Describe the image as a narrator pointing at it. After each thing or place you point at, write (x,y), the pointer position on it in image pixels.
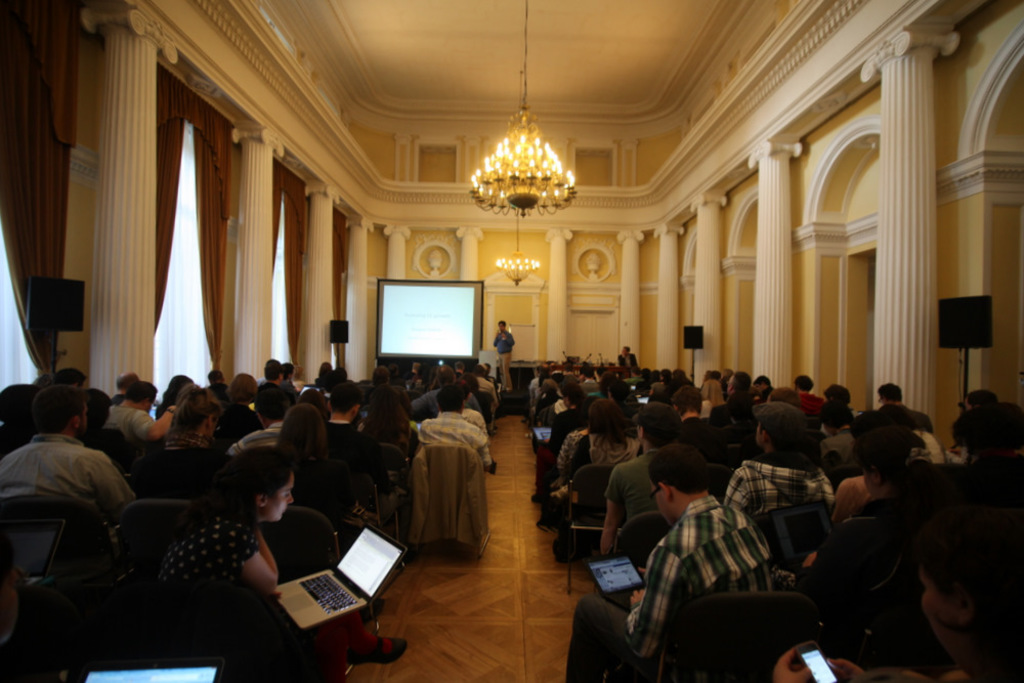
There are people (974,526) sitting on chairs (737,610), these people (748,544) are holding laptops (615,587) and this person (875,680) holding a mobile (812,652). We can see speakers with stands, chandeliers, pillars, glass windows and curtains (180,330). In the background (466,295) there is a person (505,332) standing, beside this person (497,345) we can see screen (453,303) and we can see wall (228,275).
